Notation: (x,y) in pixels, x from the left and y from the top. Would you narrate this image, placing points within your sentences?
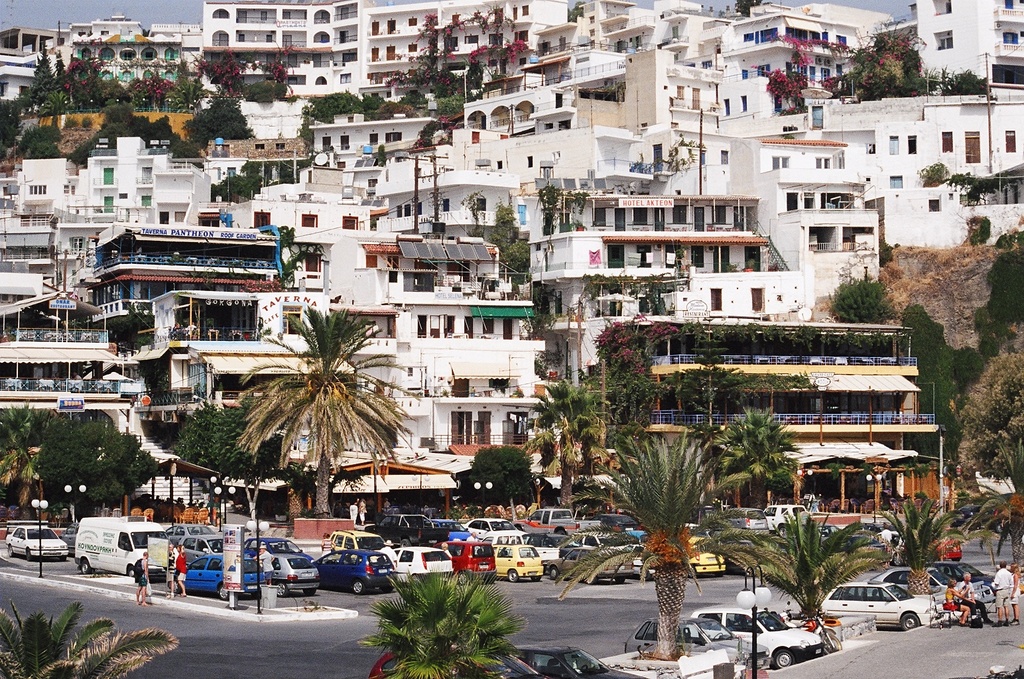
In the image in the center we can see few vehicles (794,507) on the road (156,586). And we can see few people (389,553) were standing and sitting. And we can see trees (667,548), poles (256,522), banners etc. In the background (279,12) we can see buildings (612,161), trees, plants (545,372), poles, banners (190,234), wall (728,303), roof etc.
